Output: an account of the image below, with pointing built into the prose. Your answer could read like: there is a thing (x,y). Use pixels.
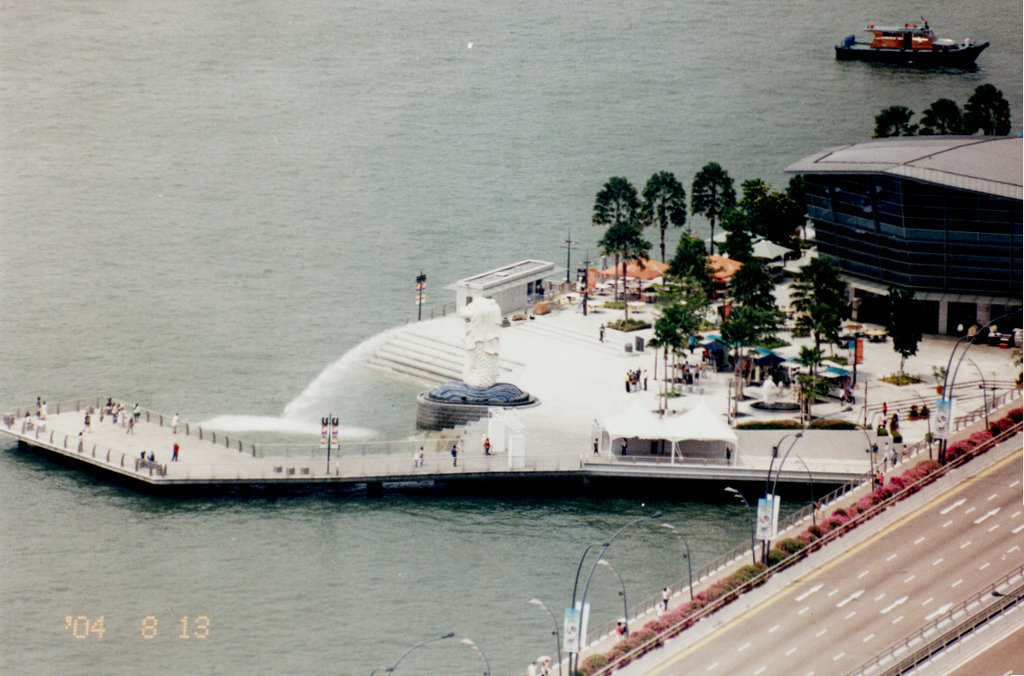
In this image there is the sea (705,81), there is a boat (914,51) in the sea (938,68), there are trees (692,300), there are persons (694,372), there are poles (328,438), there is a board (330,433) on the pole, there is a sculpture (475,331), there are street lights (775,479), there are plants (787,556), there is road (942,575), there is a building (920,248) truncated towards the right of the image (950,174), there are poles (389,668) truncated towards the bottom of the image (376,667), there are numbers (155,631), there is a street light (1018,596) truncated towards the right of the image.
